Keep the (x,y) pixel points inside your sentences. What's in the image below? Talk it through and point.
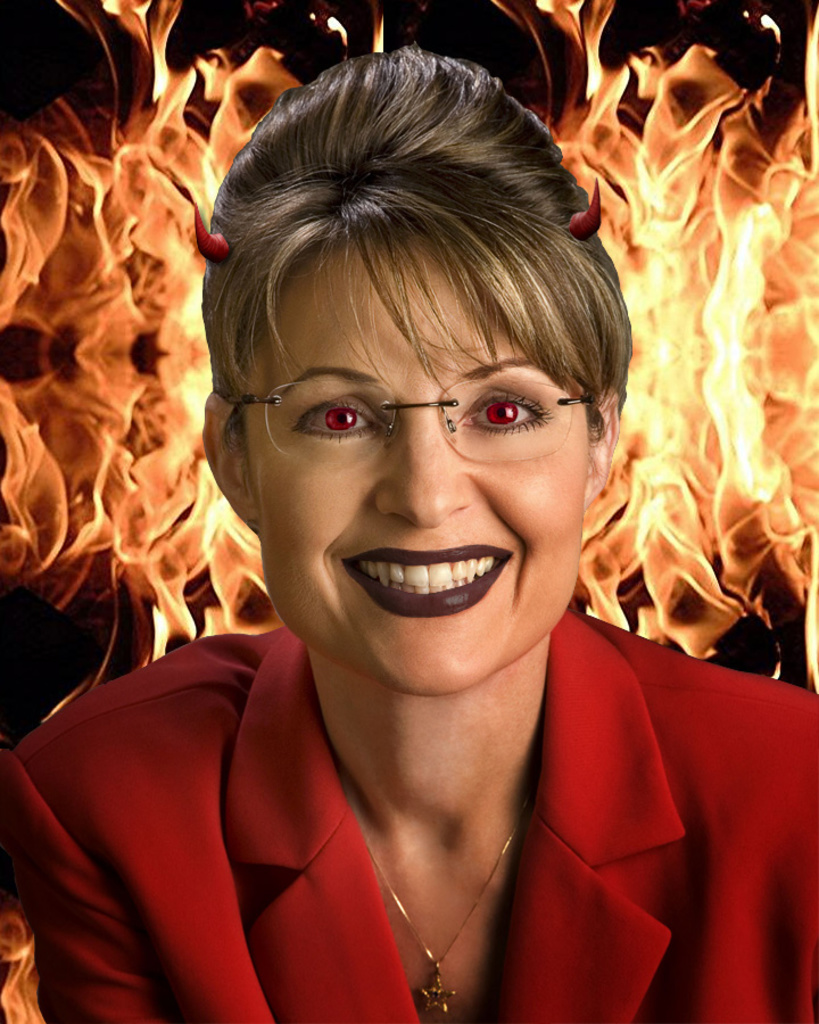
This is an edited image. In this image we can see one woman (464,487) in red dress (601,884) wearing spectacles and smiling. It looks like animated fire (171,515) in the background (165,400) and the background (25,83) is dark.
